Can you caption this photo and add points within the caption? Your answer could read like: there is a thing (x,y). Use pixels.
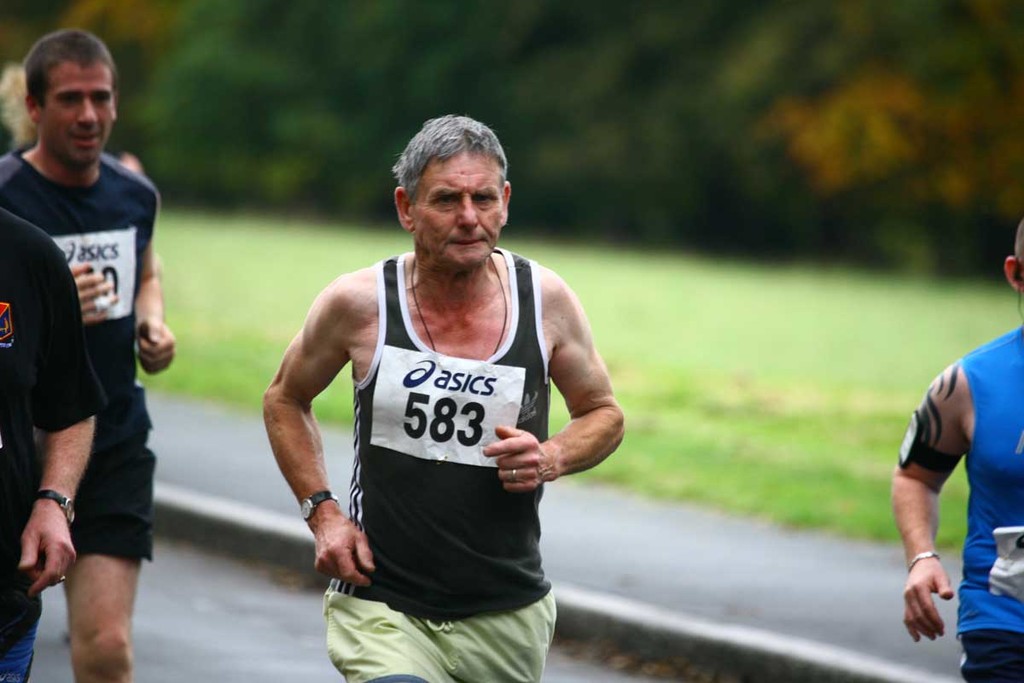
In this image we can see few persons (34,226) are running. In the background (643,605) we can see road (611,564), trees (599,17) and grass (346,254) on the ground (631,564).
